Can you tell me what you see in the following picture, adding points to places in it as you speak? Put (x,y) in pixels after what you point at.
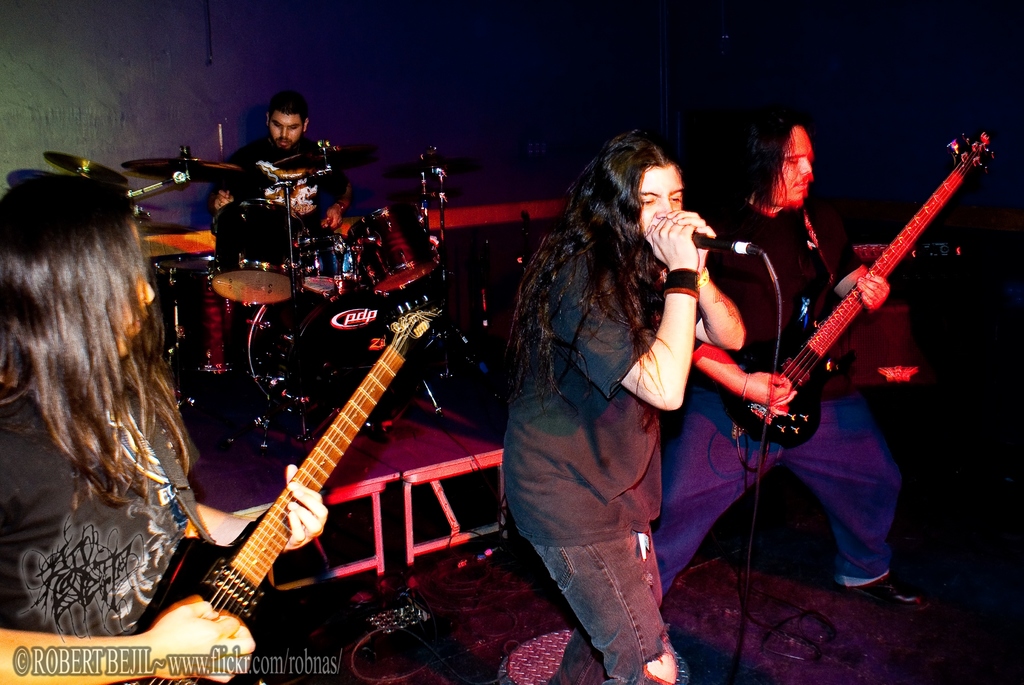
In this image I can see number of persons (580,339) are standing on the stage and few of them (617,326) are holding musical instrument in their hands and a person (697,302) is holding a microphone (738,242). In the background (318,291) I can see few musical instruments (334,283), a person (304,199) behind them and the dark background (857,40).
